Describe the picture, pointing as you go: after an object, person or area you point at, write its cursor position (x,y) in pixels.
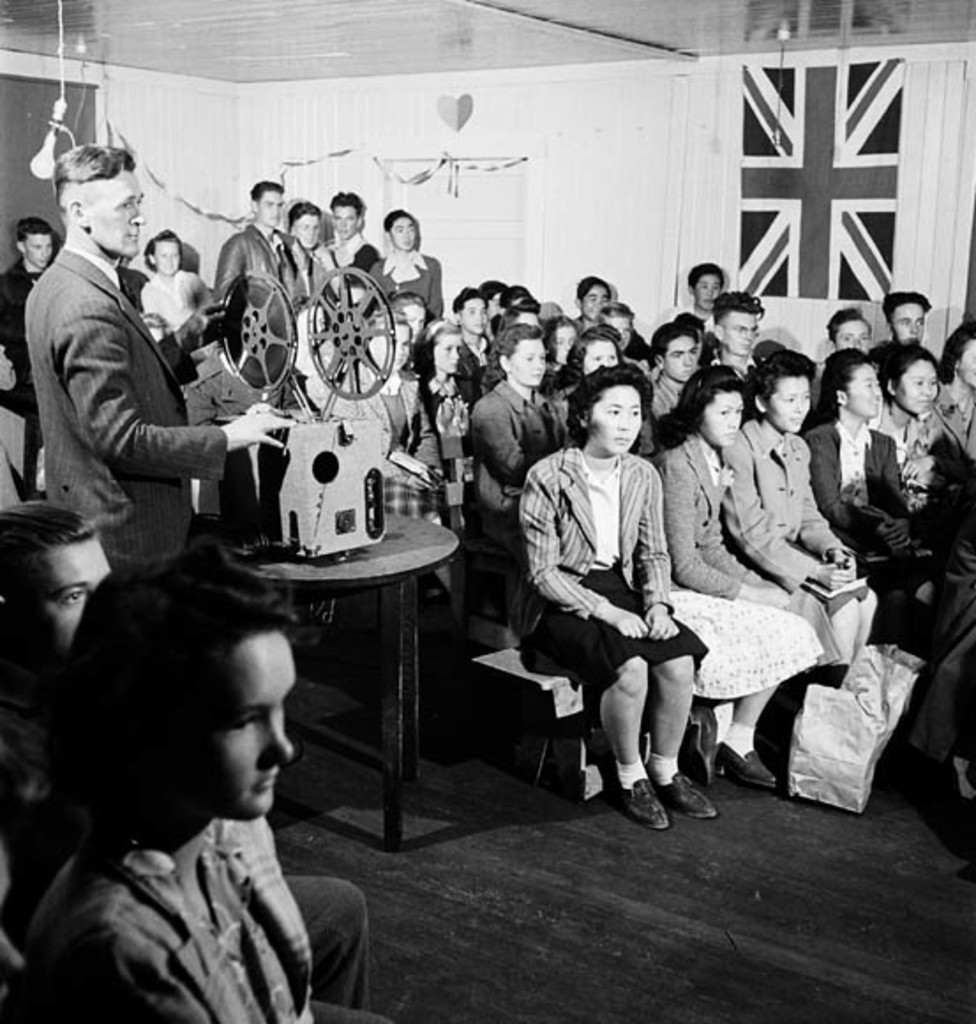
It is a black and white image. In this image people (699,519) are sitting on the benches (517,665). Beside them there is a table (357,561) and on the table (337,554) there is a projector (293,378). On the backside (352,182) there is a wall (500,122). Beside the wall (547,129) there is a flag (809,203). At the bottom of the image (644,930) there is a floor (654,905).
